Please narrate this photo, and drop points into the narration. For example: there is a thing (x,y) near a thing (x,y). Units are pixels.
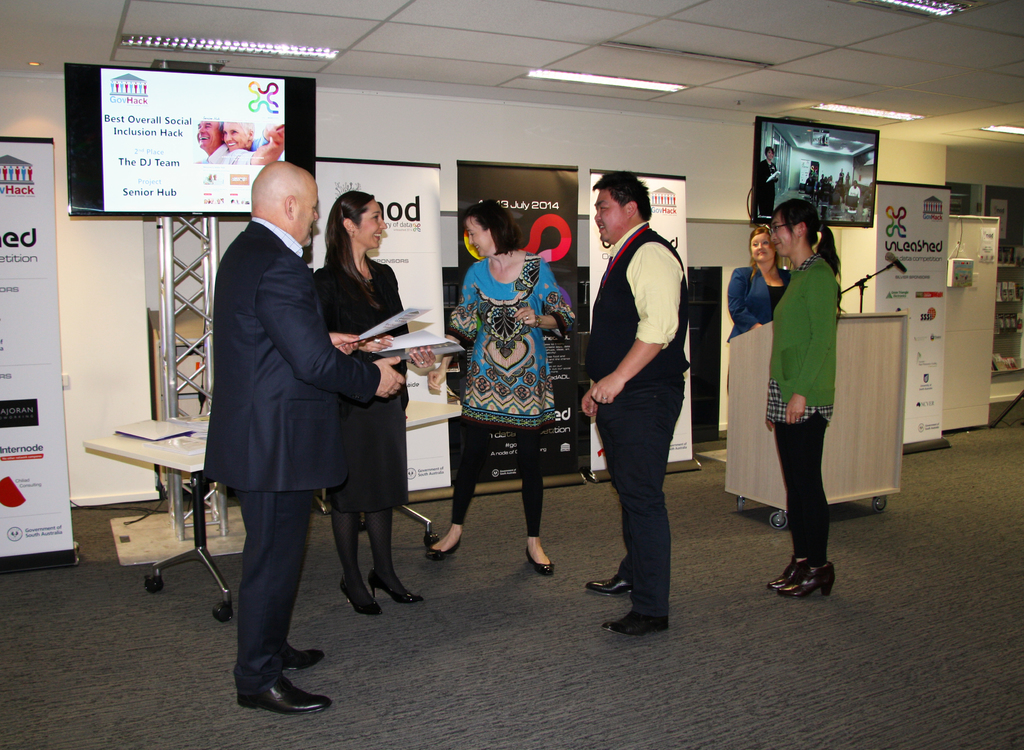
In this image there are people (380,425) standing, in the background (531,194) there are posters (890,240), on that posters (890,240) there is some text (922,313) and there is a wall (43,96), at the top (810,37) there is a ceiling (947,33) and lights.
